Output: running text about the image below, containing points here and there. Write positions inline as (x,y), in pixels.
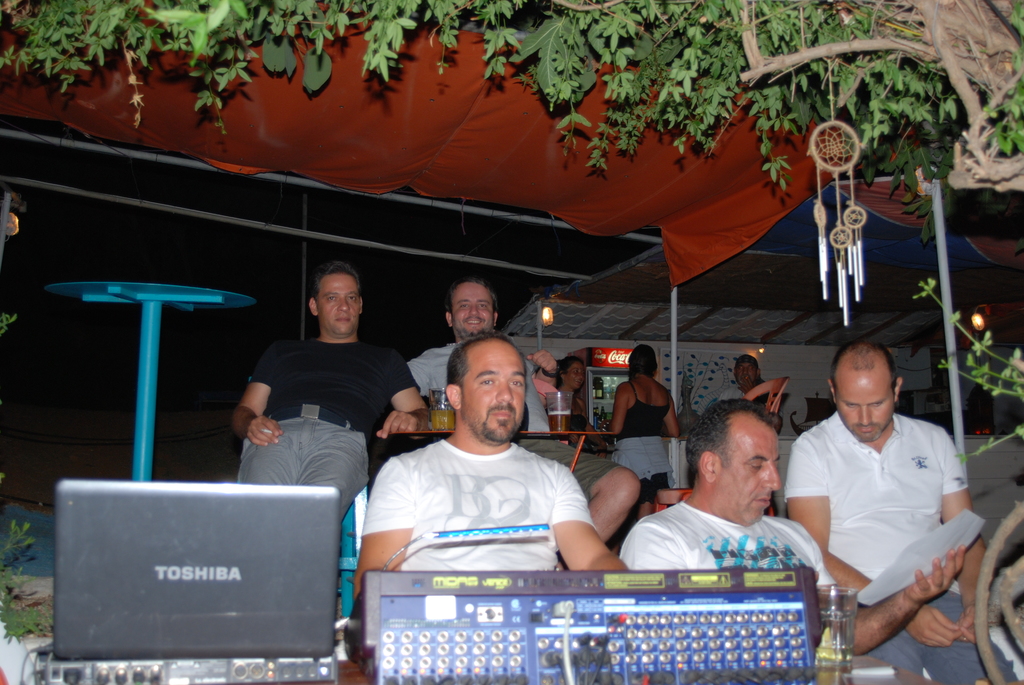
In this image I can see the group of people (544,456) with different color dresses (426,460). In-front of these people (403,510) I can see the laptop (140,586) and electronic instrument (691,654). To the side I can see the glass (840,623) and one person (878,640) holding the paper (866,592). In the background (578,371) I can see few more people (565,376) at the refrigerator (588,382). I can see the trees (638,83) and the shed (722,261). And there is a black background (30,326).
